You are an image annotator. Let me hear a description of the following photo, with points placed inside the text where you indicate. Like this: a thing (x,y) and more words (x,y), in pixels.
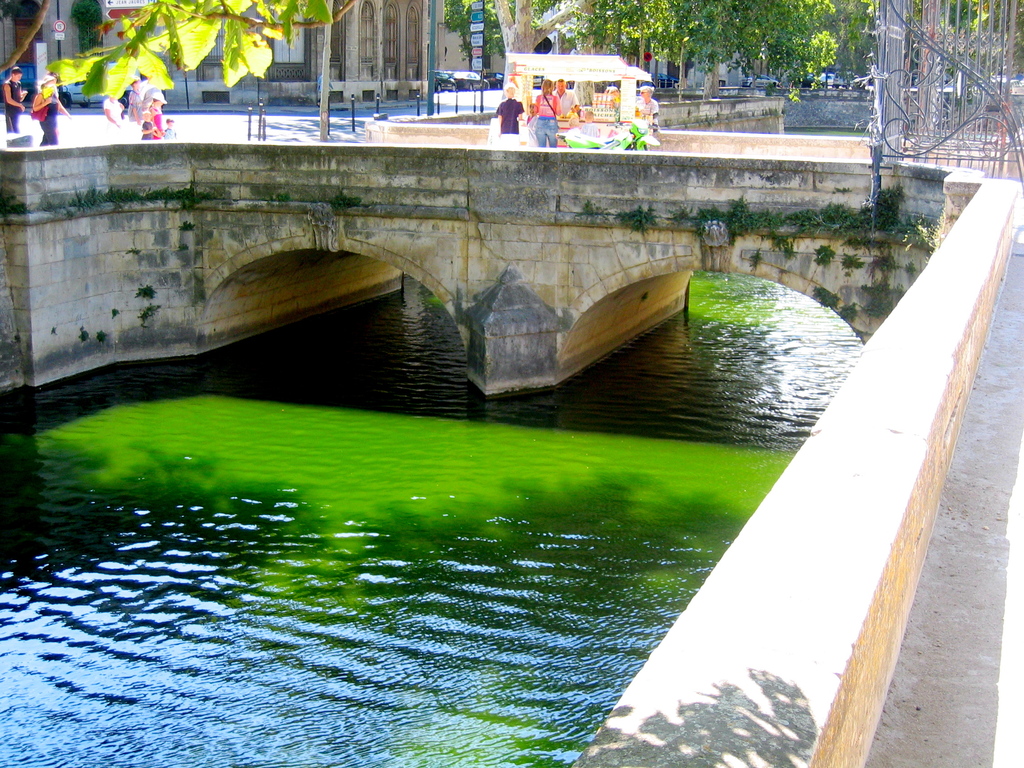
In this image we can see bridge (606,169), water (504,557), persons (515,123), shop (577,120), pole (429,84), boards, trees (834,24), sign boards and buildings (302,43).
